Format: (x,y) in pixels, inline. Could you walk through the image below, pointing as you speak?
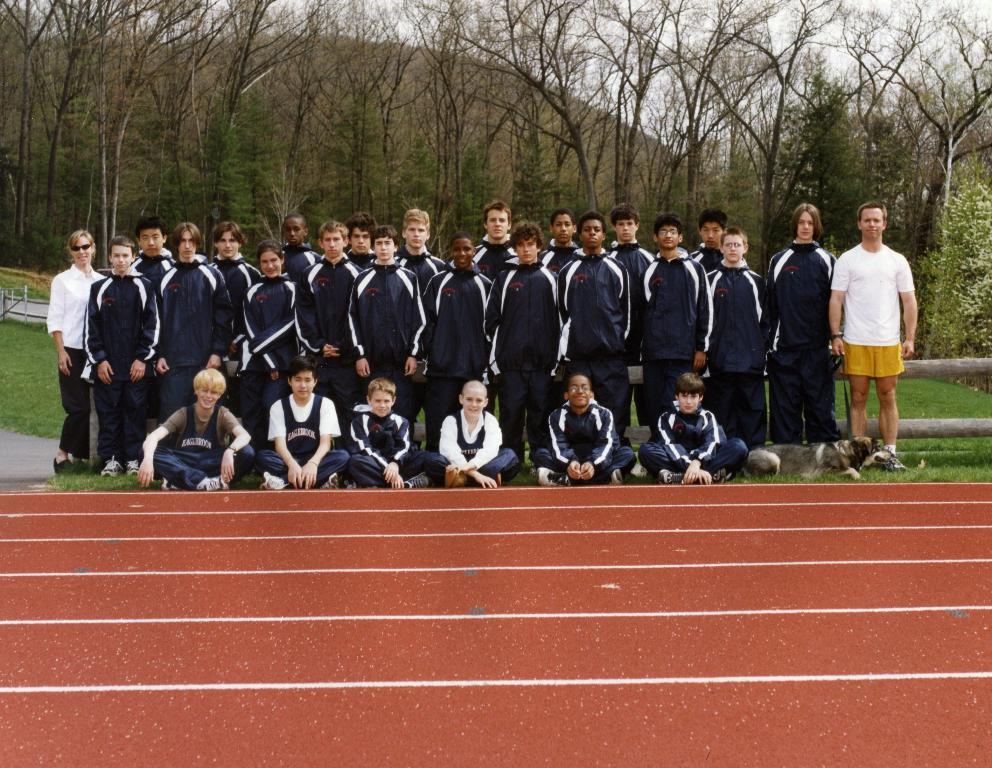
In this image, we can see people (532,338) standing and some are sitting. In the background (448,129), there are trees (601,178).
